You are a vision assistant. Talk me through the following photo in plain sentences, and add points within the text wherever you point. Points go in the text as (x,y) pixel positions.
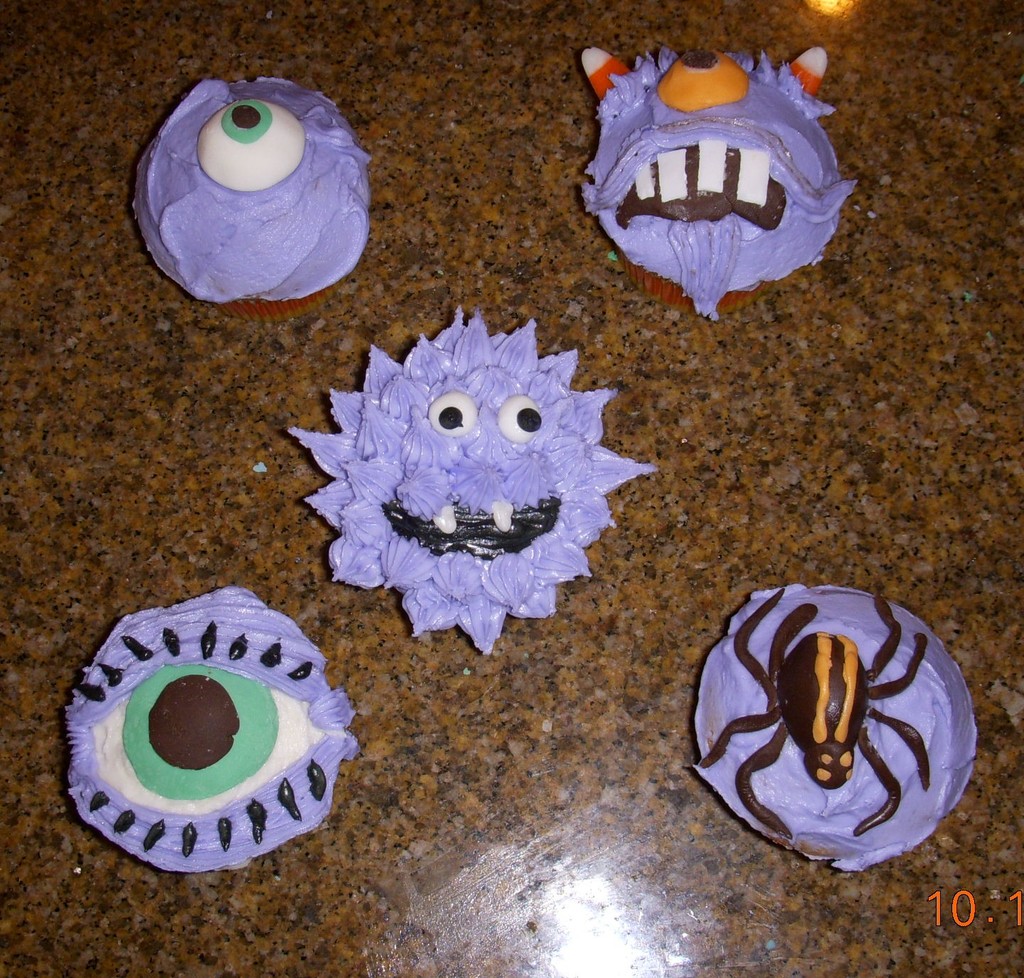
This is a zoomed in picture. In the center (586,558) we can see the group of cupcakes (641,265) placed on the top of an object (595,249). At the bottom (530,964) there is a reflection of light (593,925) on the surface (590,935) of an object (534,902) and we can see the numbers (965,890) on the image.
